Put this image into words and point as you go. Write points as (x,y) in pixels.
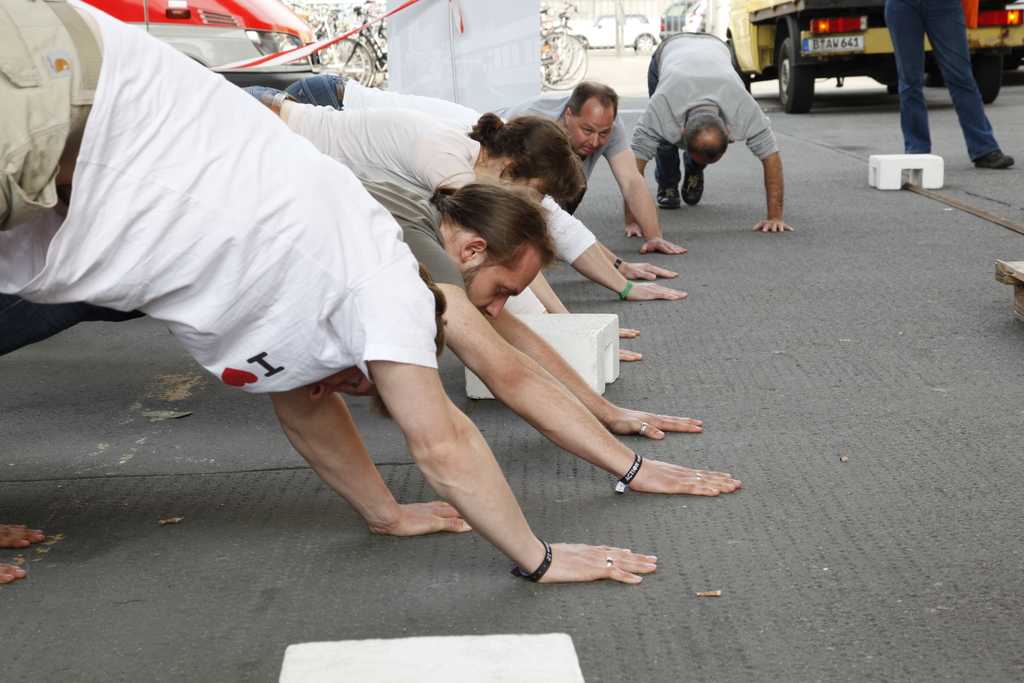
In the picture I can see few persons (393,102) placed their hands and legs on the ground (590,500) and there are few other objects (498,18) and vehicles (763,24) in the background (491,13).
